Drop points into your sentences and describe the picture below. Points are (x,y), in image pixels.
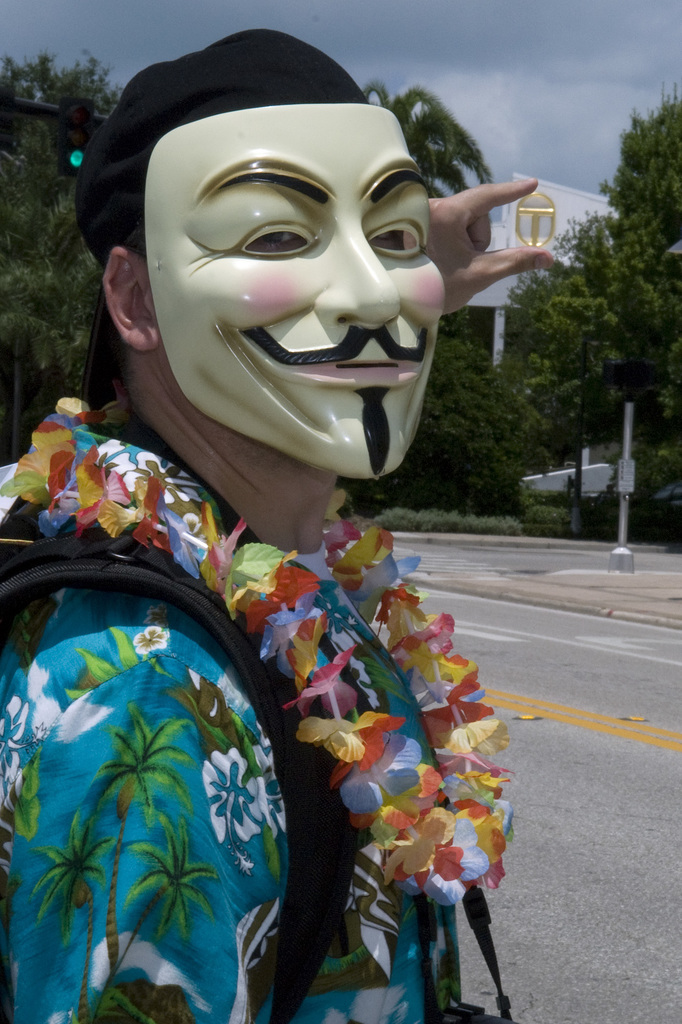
In this image, we can see a person (297,749) wearing clothes (133,843) and mask (381,272). There is a building (498,306) and some trees (480,383) in the middle of the image (451,379). There is a sky (376,34) at the top of the image (382,72).
